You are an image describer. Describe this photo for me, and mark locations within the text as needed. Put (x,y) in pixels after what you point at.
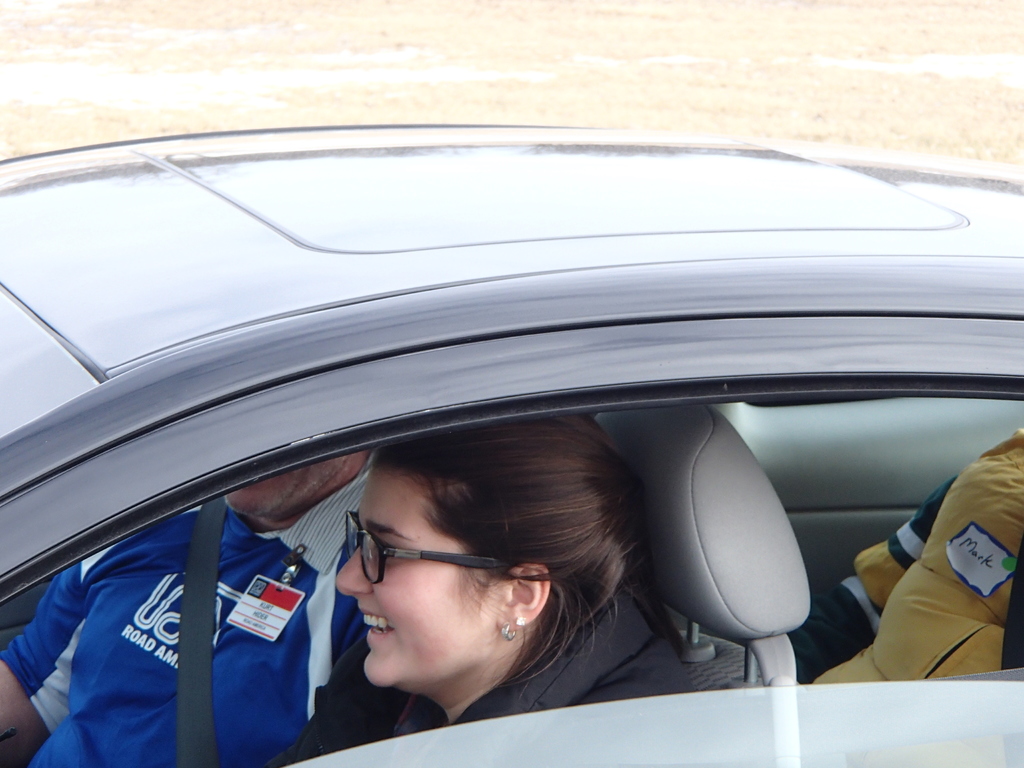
In this image in front (976,529) there are people (620,586) sitting inside the car (415,364). In the background of the image (429,69) there are grass (348,64) and water (141,92) on the surface (767,85).
